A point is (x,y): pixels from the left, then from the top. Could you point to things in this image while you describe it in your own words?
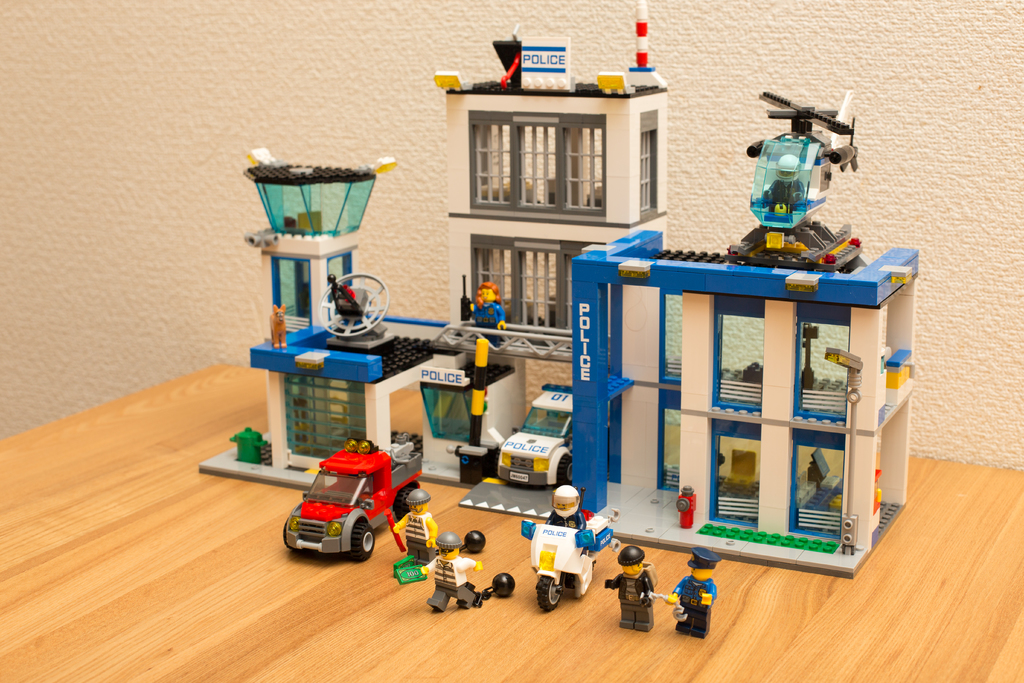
In this image we can see there is a toy building (878,517), vehicles (299,522), people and helicopter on the roof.
